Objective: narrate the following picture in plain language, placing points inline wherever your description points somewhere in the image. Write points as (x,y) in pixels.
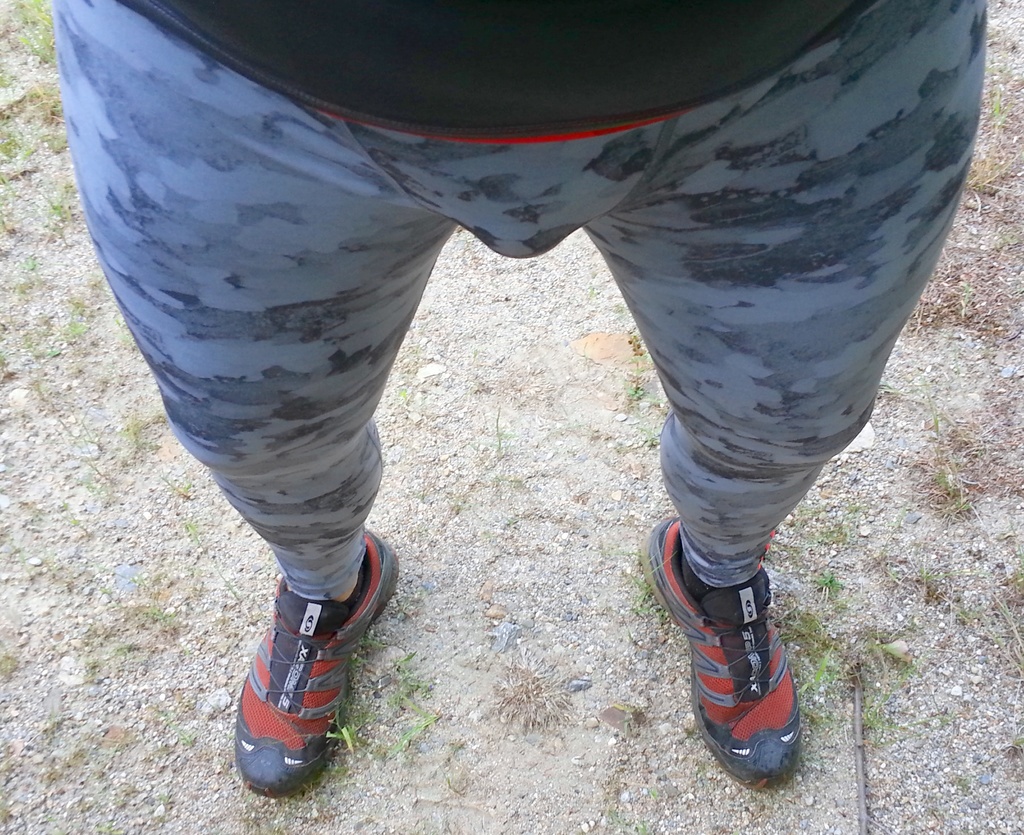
In this image a person (688,427) is standing on the land (644,603) having some grass (938,585). He is wearing shoes (696,603).
